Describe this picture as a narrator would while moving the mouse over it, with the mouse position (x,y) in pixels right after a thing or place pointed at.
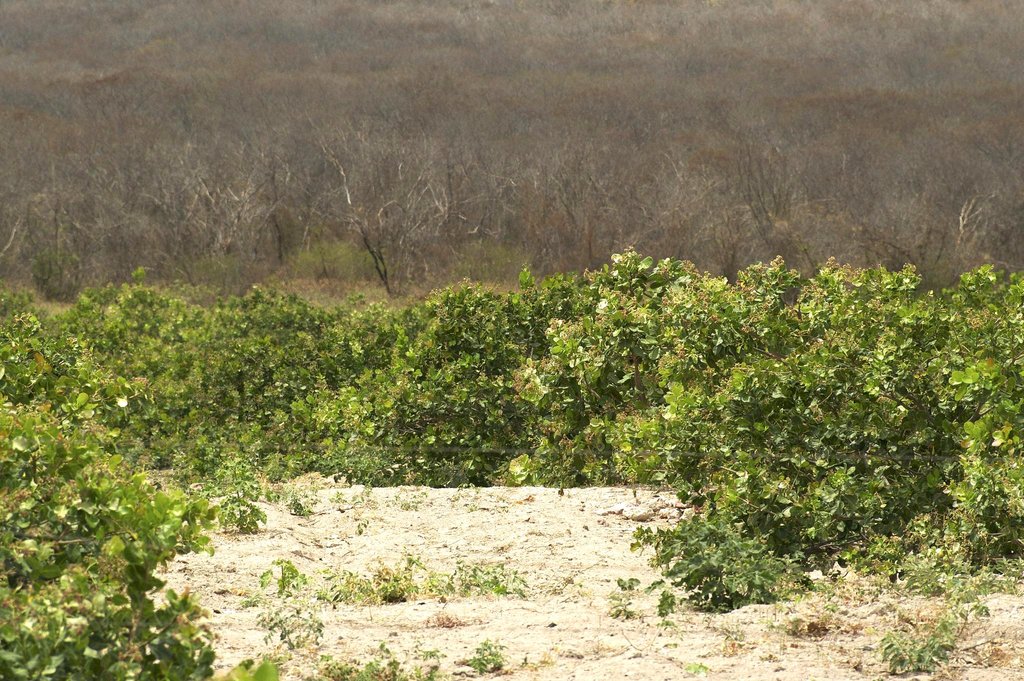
In this picture I can see few trees (436,243) on the ground (571,516).
